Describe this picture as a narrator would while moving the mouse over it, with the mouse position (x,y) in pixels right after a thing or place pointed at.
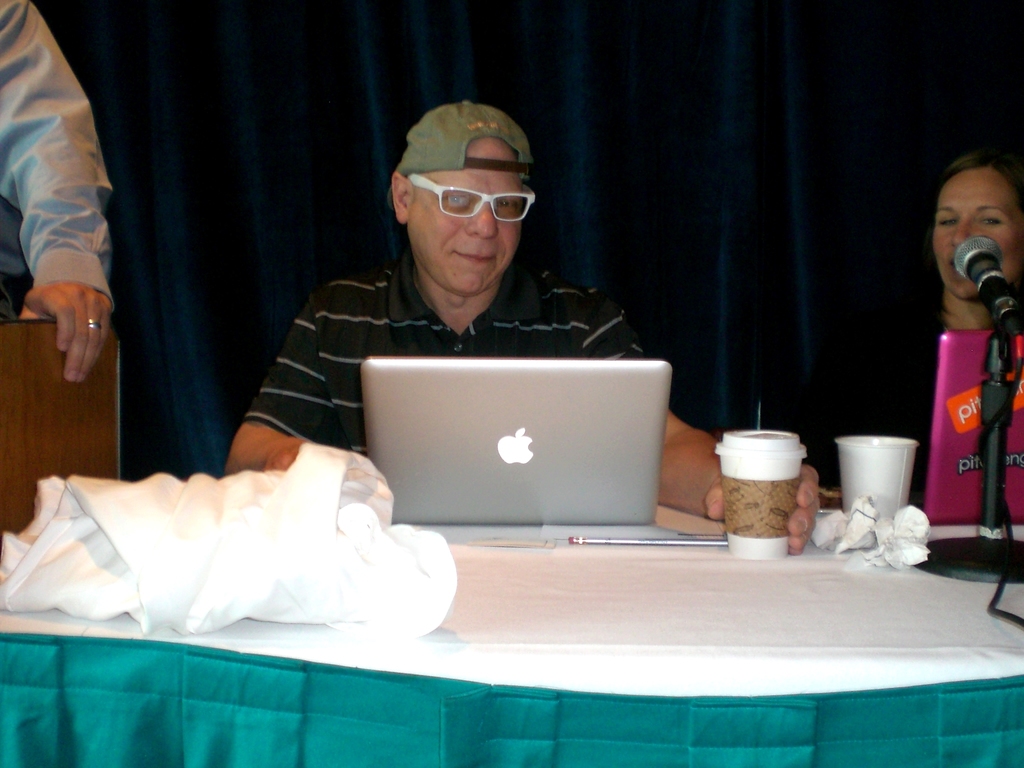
In the center (484,313) we can see man (450,340) sitting on the chair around the table (482,548), on table (493,570) we can see laptop (451,432) and some more objects (576,533) etc. On the right (955,318) we can see woman (908,361), in front of her we can see microphone (996,300). On the left (86,284) we can see one man (41,209) standing holding chair (50,407). And back we can see curtain (584,55).
